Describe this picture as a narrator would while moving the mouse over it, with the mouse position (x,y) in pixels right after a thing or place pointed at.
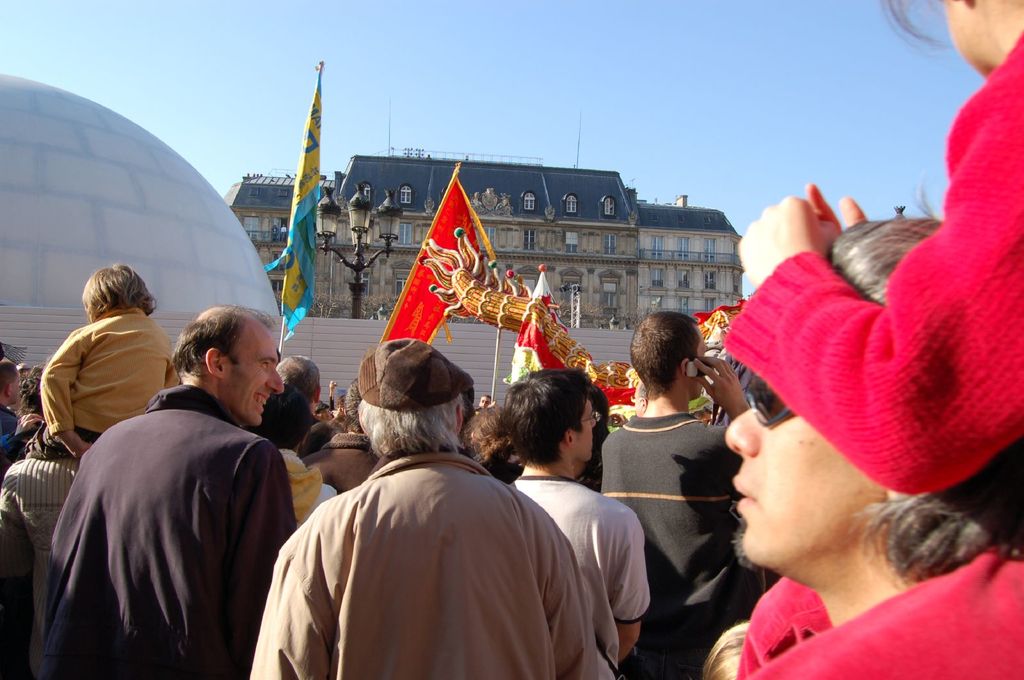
In this image I can see number of persons (471,508) are standing, few flags (295,297) which are blue, yellow and red in color and a gold colored object (548,328). I can see few buildings (416,247), a pole (337,251) and the sky (615,102) in the background (413,84).
